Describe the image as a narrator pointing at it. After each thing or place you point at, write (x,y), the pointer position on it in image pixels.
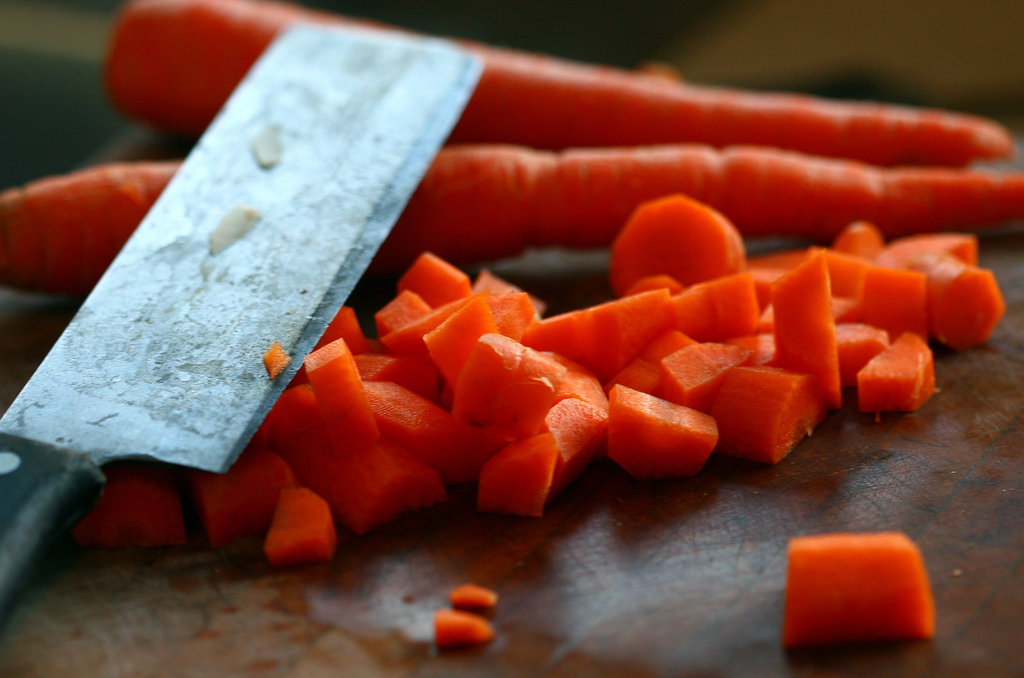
In this image, we can see a knife (275,203), carrots (571,169) and carrot slices (552,423) on the table (646,526).
